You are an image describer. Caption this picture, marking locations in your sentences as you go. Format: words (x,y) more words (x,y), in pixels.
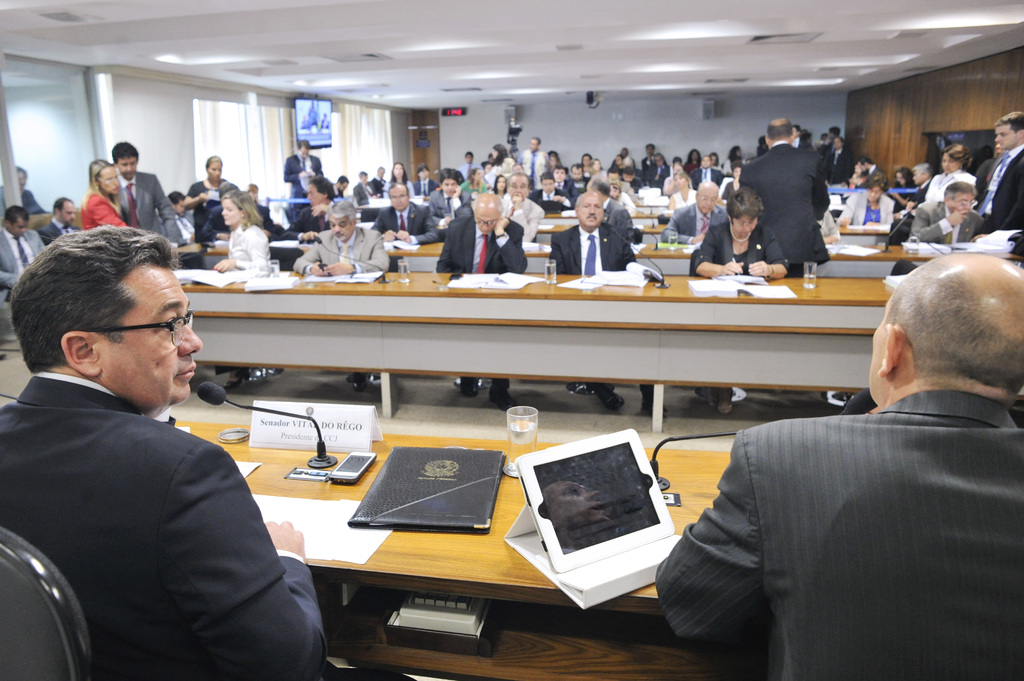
In this picture we can see a tablet (633,468), file (469,530), microphones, glass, board (314,416), phone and other objects (620,579) on the table (372,612). We can see a switch board (467,623) on a wooden surface (581,659). There are a few people (137,479) are sitting on the chair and some people (295,155) are standing. We can see a screen (322,124) and some lights (303,85) on top.
